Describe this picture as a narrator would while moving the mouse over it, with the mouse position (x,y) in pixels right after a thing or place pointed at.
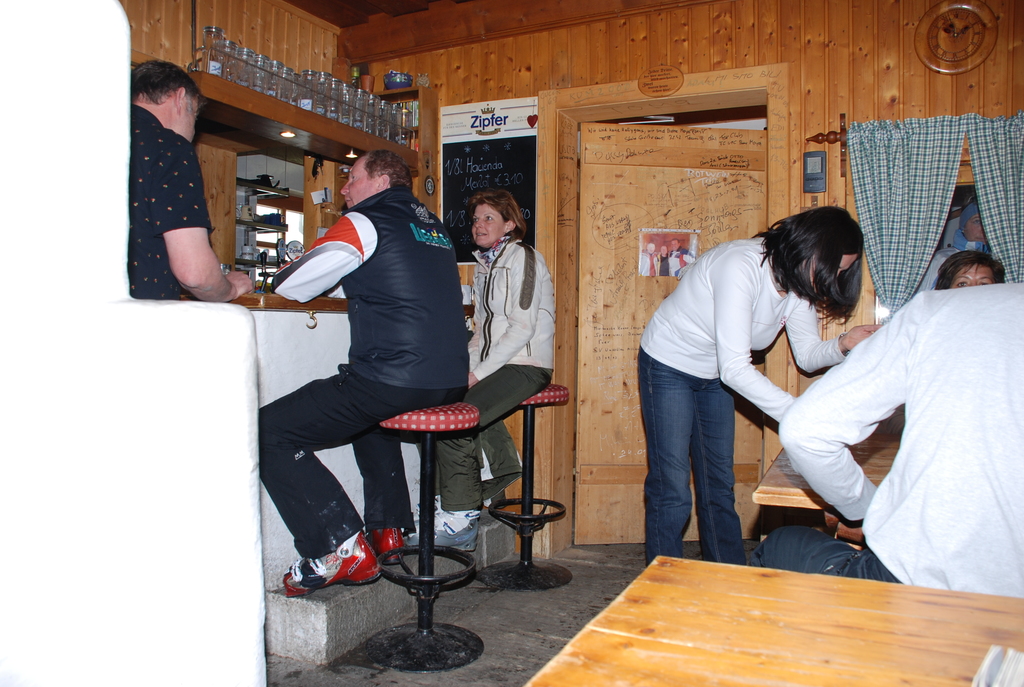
Two persons (440,400) are sitting on the stools (518,531) at here in the middle (587,428) there is a door (603,366). And a woman (677,359) is standing at right (688,369).
